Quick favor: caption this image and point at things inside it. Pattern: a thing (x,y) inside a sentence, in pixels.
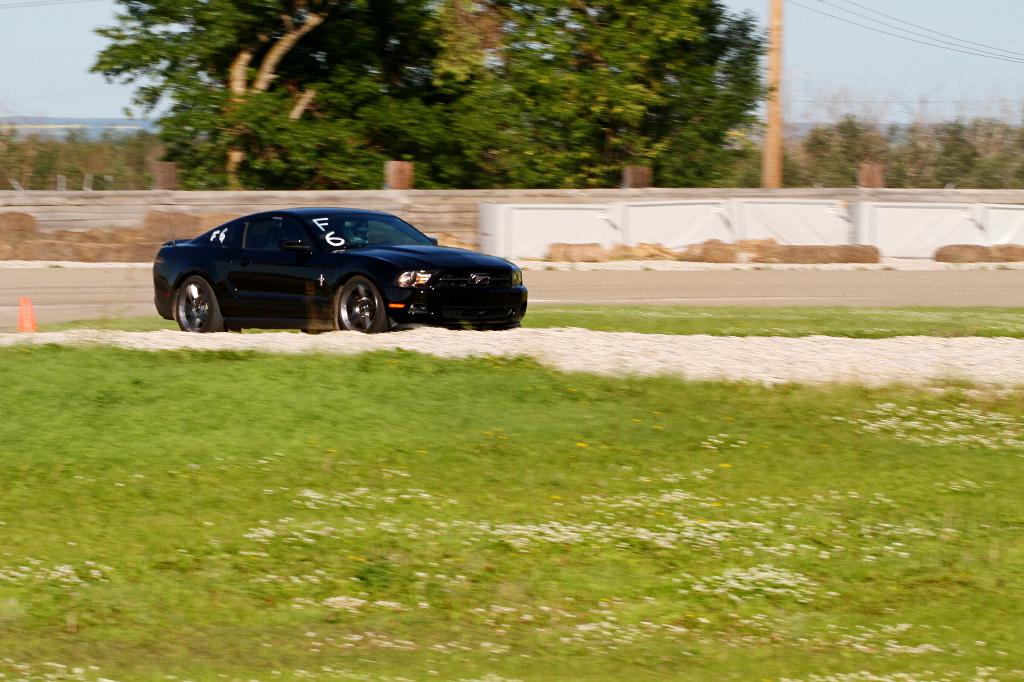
This image is clicked outside. There is grass (430,546) at the bottom (318,572). There is a car (300,310) in the middle (476,293). It is in black color. There are trees (486,151) at the top (446,123). There is sky (854,111) at the top (84,41).
